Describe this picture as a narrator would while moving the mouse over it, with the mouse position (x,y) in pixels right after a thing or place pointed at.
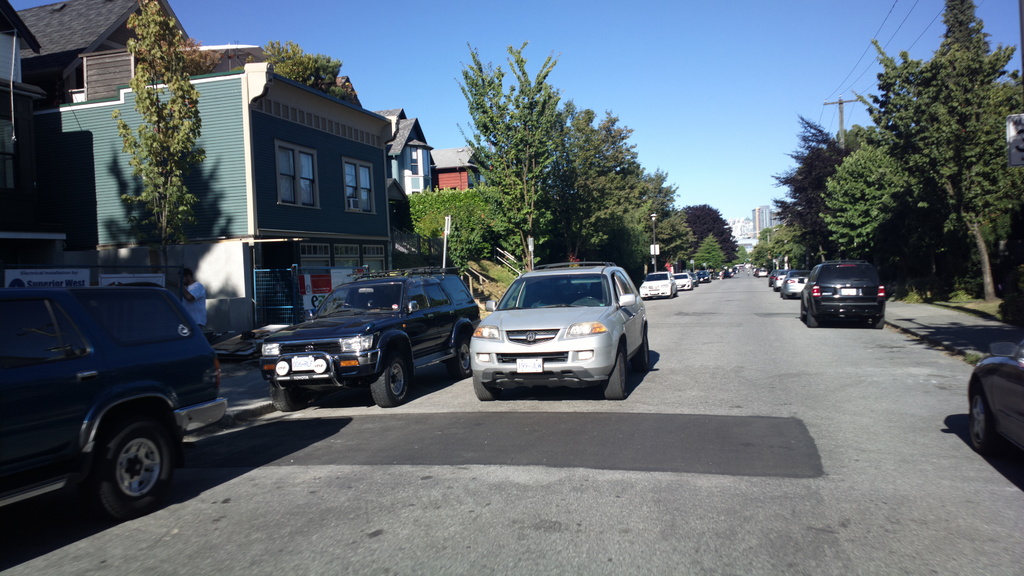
In the center of the image (600,342) we can see a few vehicles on the road (722,395). In the background (681,80), we can see the sky (593,35), buildings (444,174), windows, trees (975,120), poles (838,100), wires (879,59), one person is standing and a few other objects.
